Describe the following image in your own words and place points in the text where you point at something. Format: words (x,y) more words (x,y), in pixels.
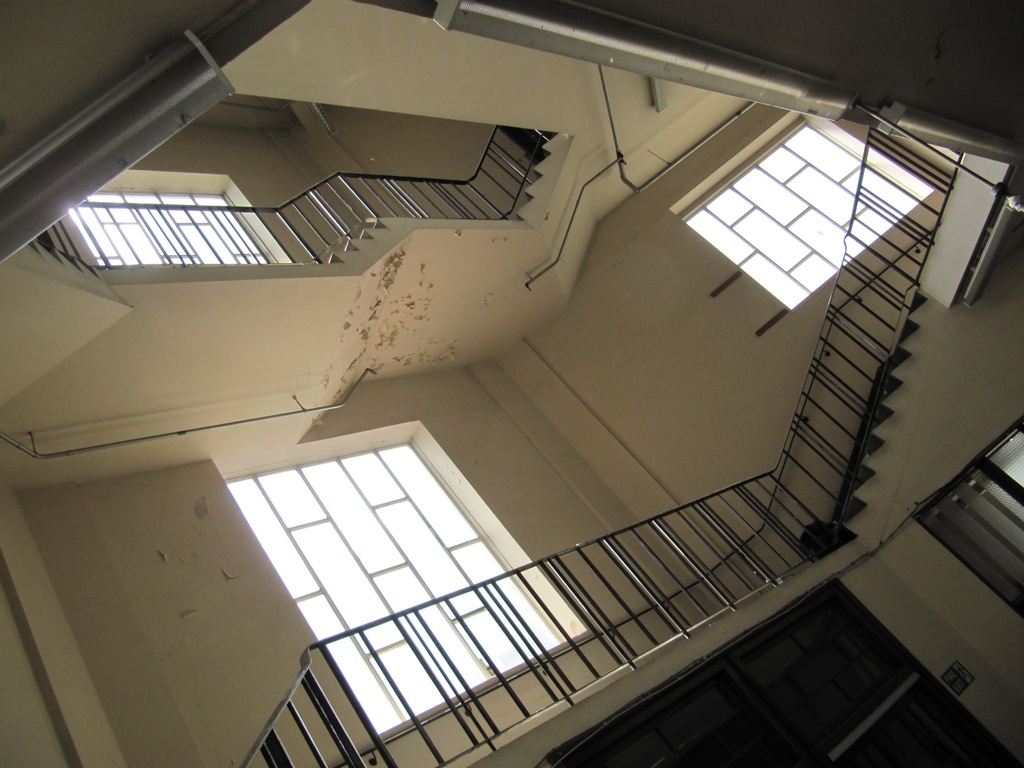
In this image we can see a inside view of a building (875,293). In the background (843,286) we can see staircase (846,527), windows (325,546) and some poles (858,295).
